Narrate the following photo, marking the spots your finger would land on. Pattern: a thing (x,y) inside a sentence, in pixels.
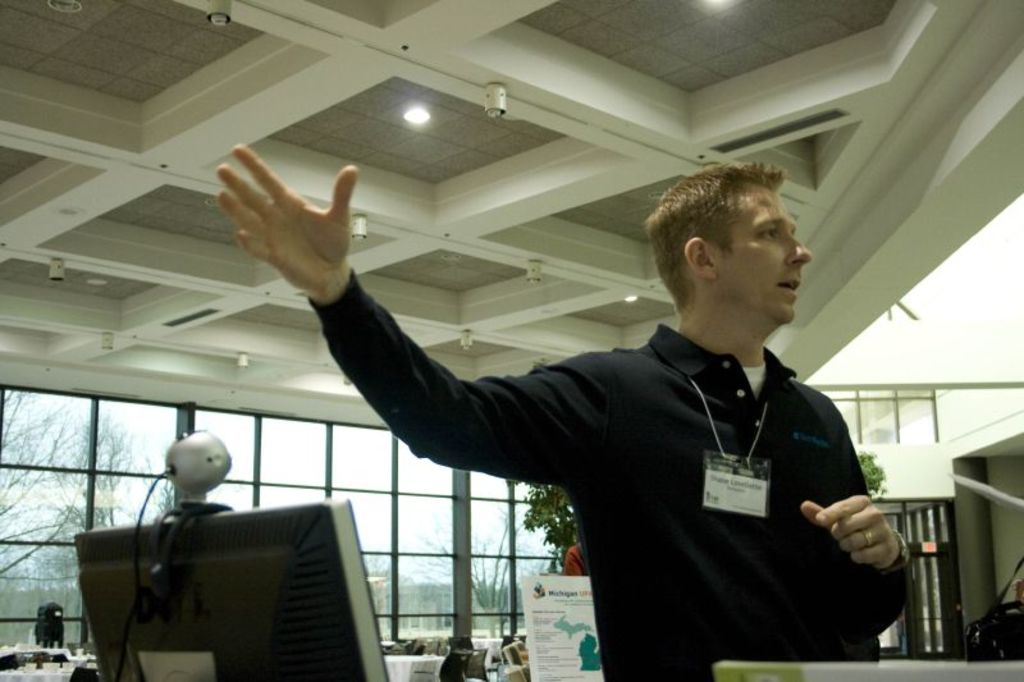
In this image we can see a man (791,484) standing. There is a computer (184,577). We can see tables (406,666) and there are chairs (449,663). On the right (868,419) we can see a railing (886,419). At the top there are lights (497,98) and we can see trees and sky (280,447) through the glass door (405,521). There is a banner (565,624).
